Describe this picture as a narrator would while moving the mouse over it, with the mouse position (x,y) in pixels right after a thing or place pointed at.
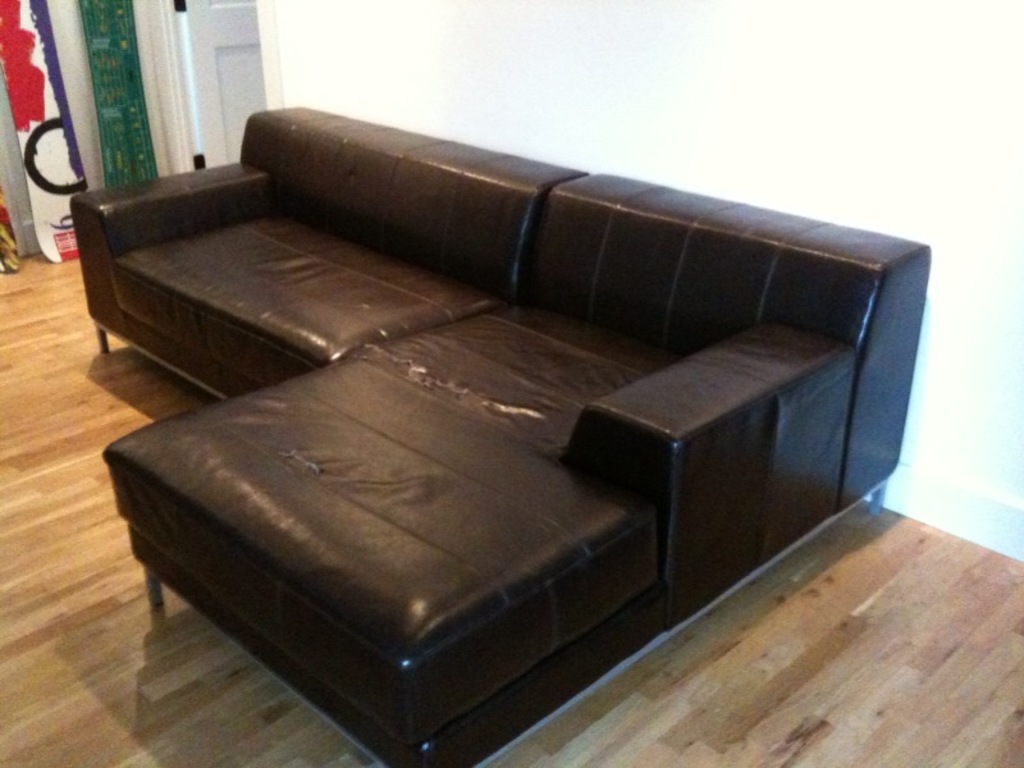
This image is clicked inside the room (562,467). In the center (470,357) there is a black colour sofa (487,415). At the left side (214,82) there is a white colour door (233,75). In the background (131,78) grey colour curtain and multi color snowboards (45,116).
